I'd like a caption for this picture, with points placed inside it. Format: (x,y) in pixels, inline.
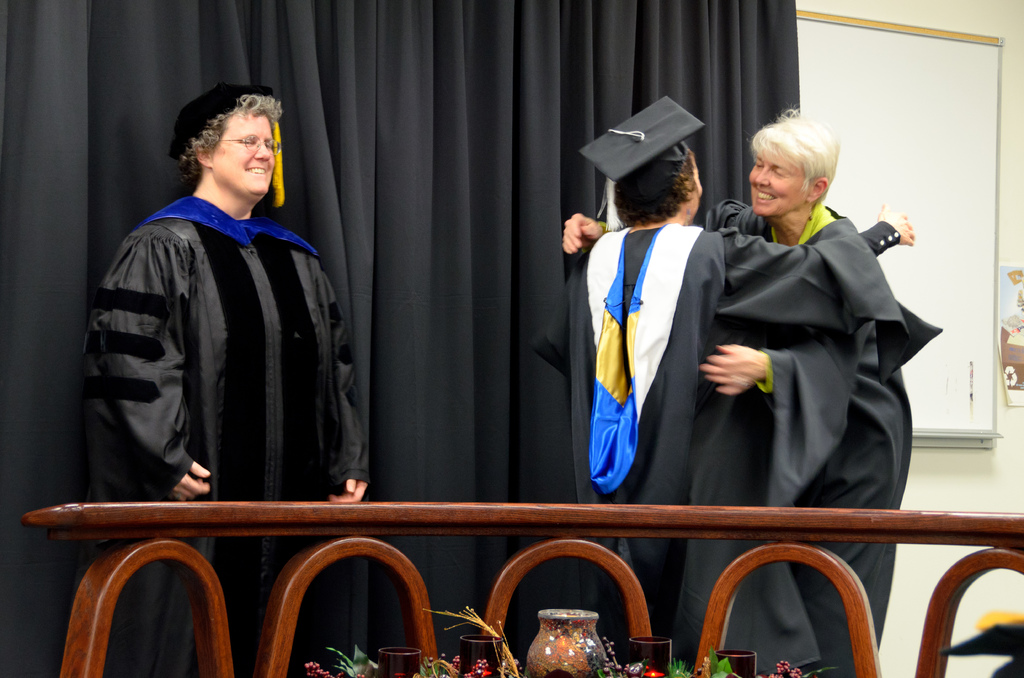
In this image we can see a three people (736,279), two of them are hugging, in front of them, there is a wooden object (584,532), there are glasses (657,662), jars (539,651), and plants (674,663), behind them there is a curtain (430,569), a board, also we can see the wall (981,498).
